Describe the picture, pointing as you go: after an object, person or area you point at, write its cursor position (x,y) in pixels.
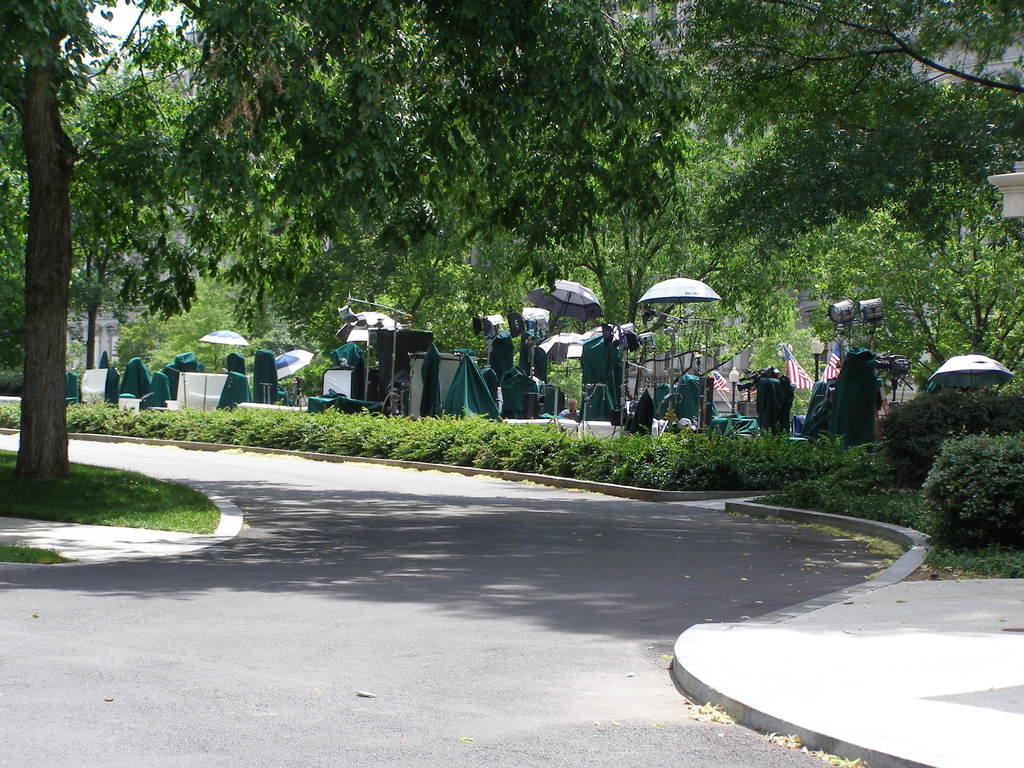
In this image we can see a road (550,531). Behind the road (387,539) we can see few plants (368,431), umbrellas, green objects (431,371) and group of trees (764,309). On the left side (29,491), we can see a tree (28,433) and grass (12,462). On the top right (951,62), we can see a wall (950,51). In the top left (133,14), we can see the sky (172,13).
